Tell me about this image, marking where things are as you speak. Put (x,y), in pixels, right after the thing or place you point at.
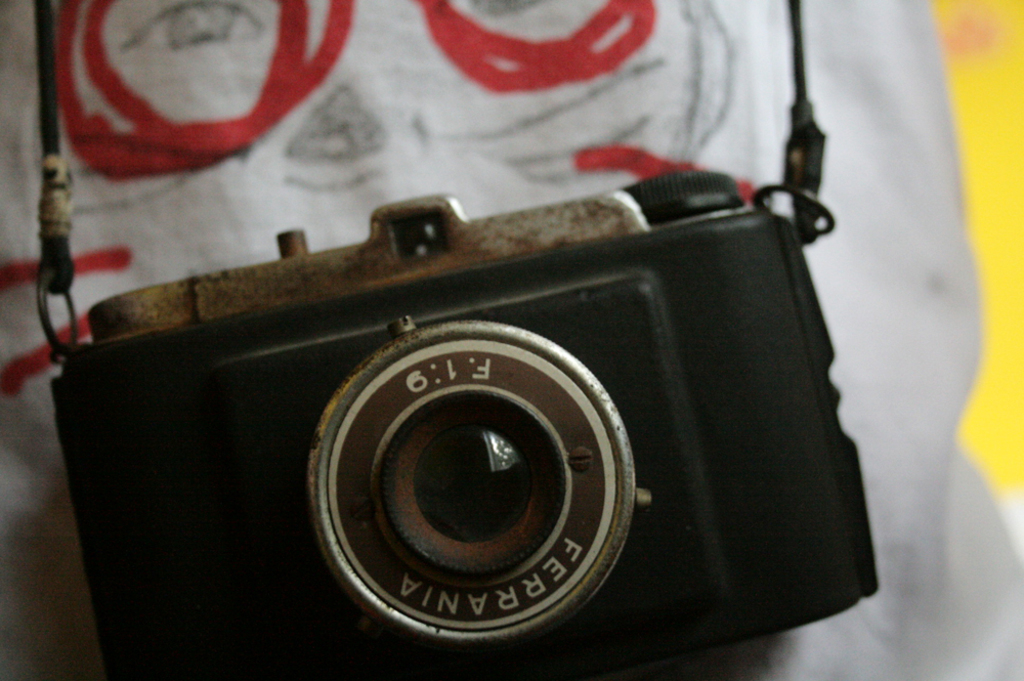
In this image I can see the camera (347,676) on the white color surface (872,637) and the camera (189,480) is in black color.
